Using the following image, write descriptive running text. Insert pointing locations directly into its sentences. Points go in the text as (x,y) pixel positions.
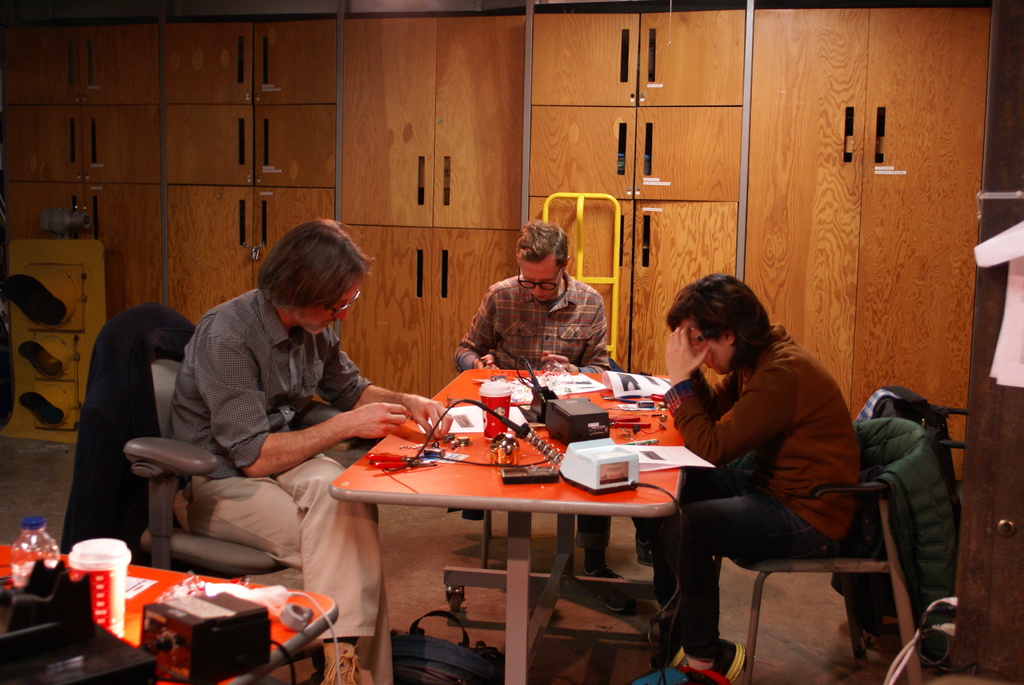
This picture shows a group of people (233,423) sitting on the chairs (169,448) and we see few electrical machines (540,440) and cups (498,403) and papers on the table (471,475) and we see a water bottle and cup (121,599) and a machine (158,616) on the other table (304,637) and we see cupboards (572,175) on the right (897,223).
